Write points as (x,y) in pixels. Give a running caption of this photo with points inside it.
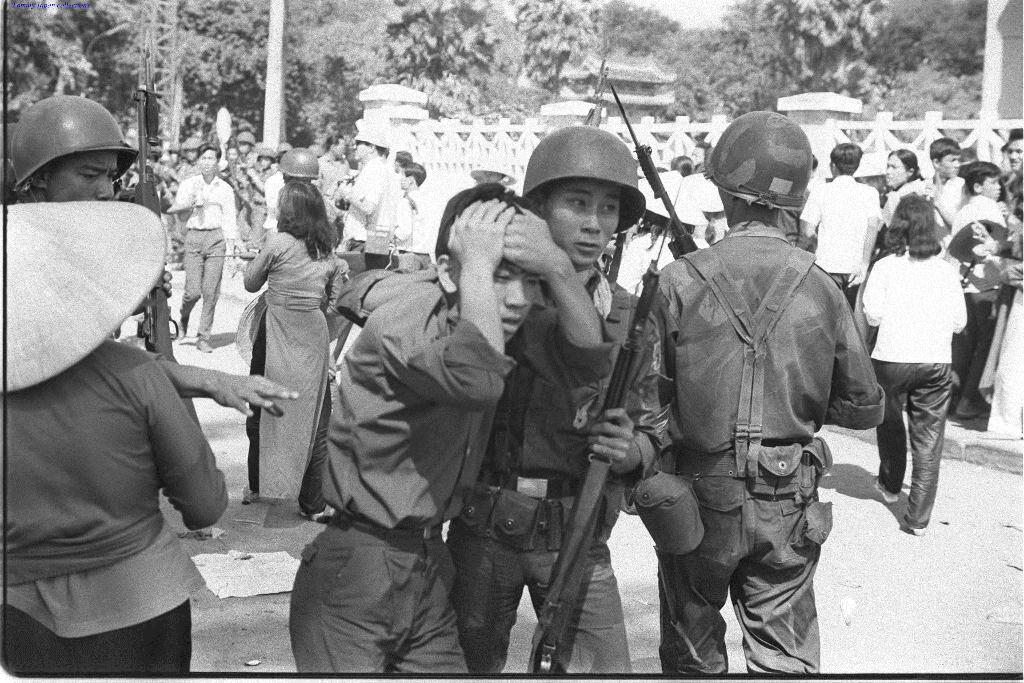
This is a black and white picture. In the background (376,45) we can see trees (375,11). We can see people (302,150) and few are wearing helmets (748,166) and holding guns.
